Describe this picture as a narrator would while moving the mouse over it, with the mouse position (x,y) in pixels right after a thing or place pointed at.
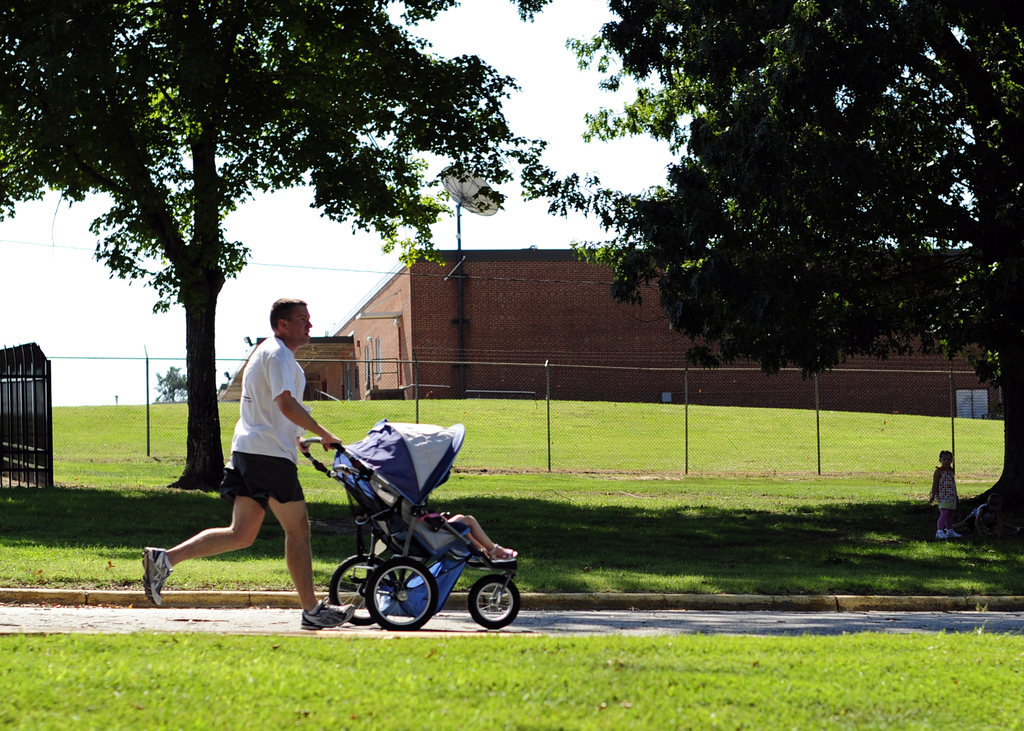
At the bottom of the image (424,710) there is grass (424,710). In the middle of the image (378,466) a person (300,585) is running and holding a stroller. On the right side of the image (951,492) a kid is standing and a kid (991,527) is sitting. Behind them there are some trees (203,372) and fencing (390,390). Behind the fencing (320,390) there is a building (984,390). At the top of the image (577,190) there is sky (257,256).
